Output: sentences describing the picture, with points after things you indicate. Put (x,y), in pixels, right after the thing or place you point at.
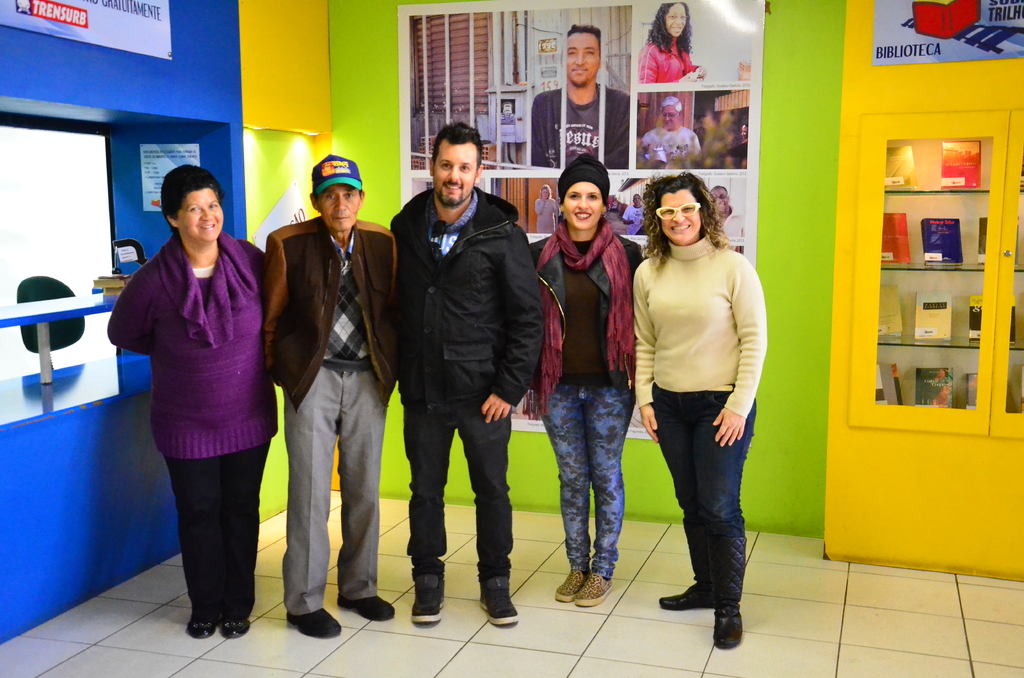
In this image, I can see five persons (641,357) standing on the floor (447,602) and smiling. On the right side of the image (923,306), there are books (974,298), which are kept in a cupboard (973,239). In the background (719,100), I can see the posters (640,77) attached to the wall (793,29). On the left side of the image (23,492), there are few objects (4,324).
